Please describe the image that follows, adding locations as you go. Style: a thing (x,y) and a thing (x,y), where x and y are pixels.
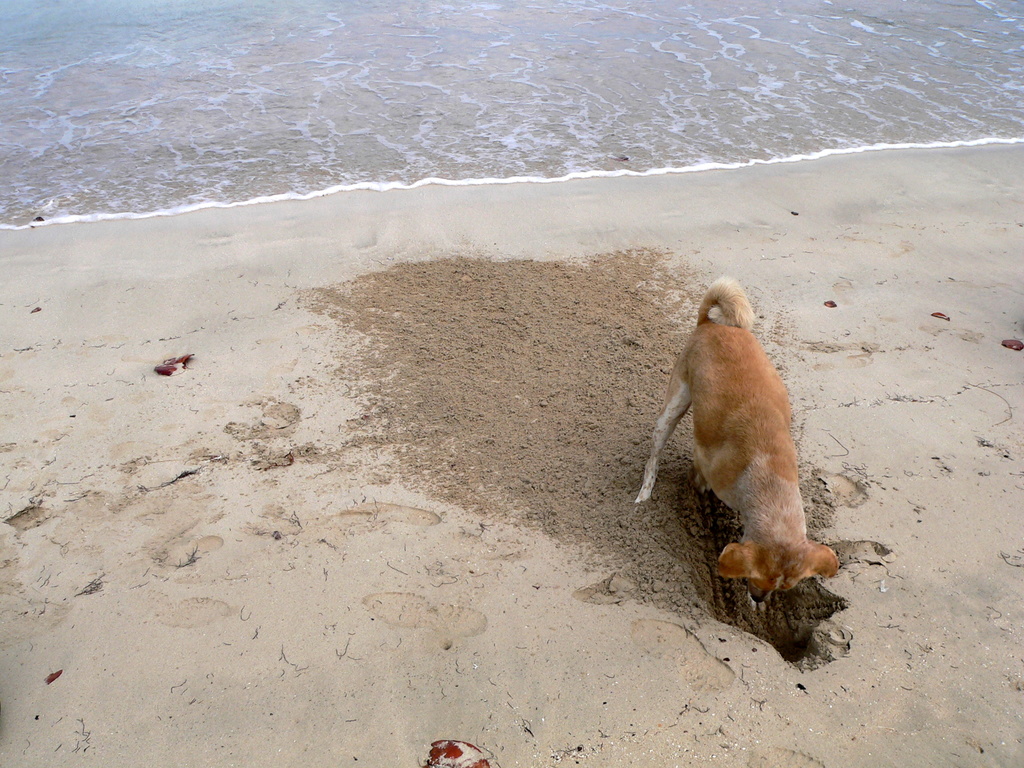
In this image there is a dog (751,488) is digging pit (756,615) in the bottom of this image (800,527) and there is some water (407,110) in the background (453,148).
